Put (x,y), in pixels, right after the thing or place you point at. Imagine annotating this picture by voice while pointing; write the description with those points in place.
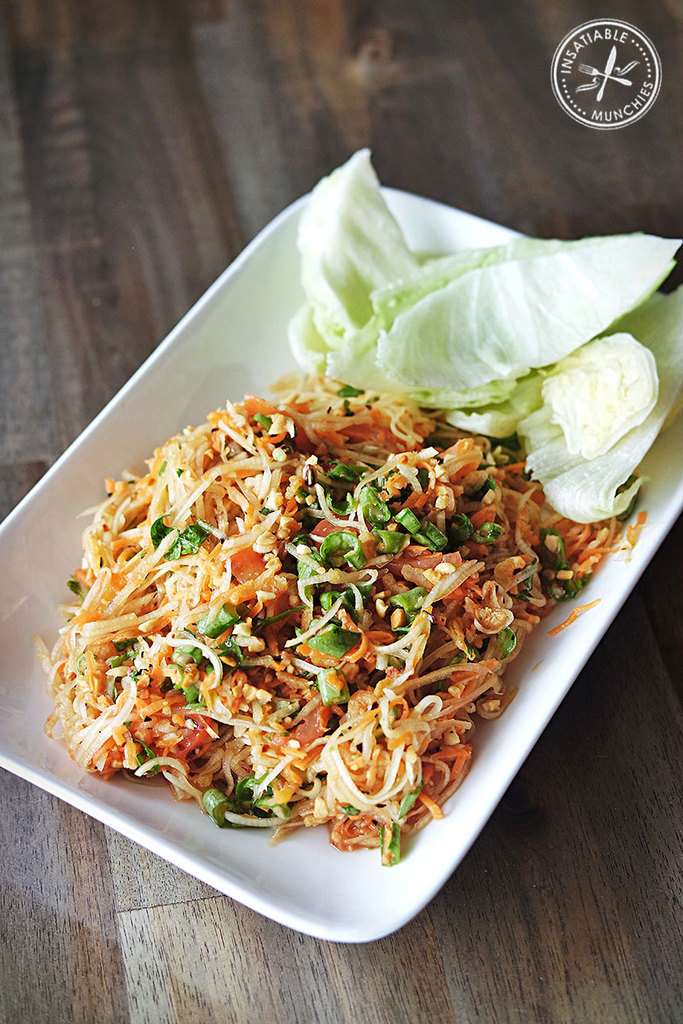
In this image, we can see some food (431,417) on the plate (193,407) which is on the wooden surface (103,1015). There is a logo (584,78) in the top right of the image (575,94).
